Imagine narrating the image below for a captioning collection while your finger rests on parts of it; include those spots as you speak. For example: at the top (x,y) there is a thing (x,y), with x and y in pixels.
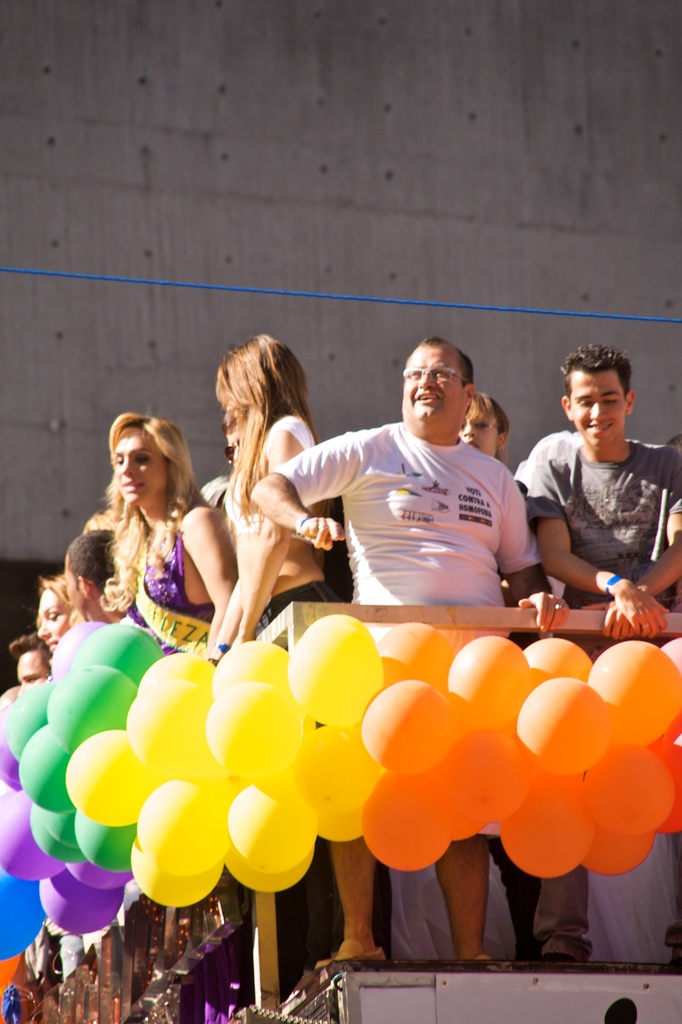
In this image, we can see some people (282,566) standing and we can see some balloons (290,741), in the background (367,128) there is a wall (321,172).
